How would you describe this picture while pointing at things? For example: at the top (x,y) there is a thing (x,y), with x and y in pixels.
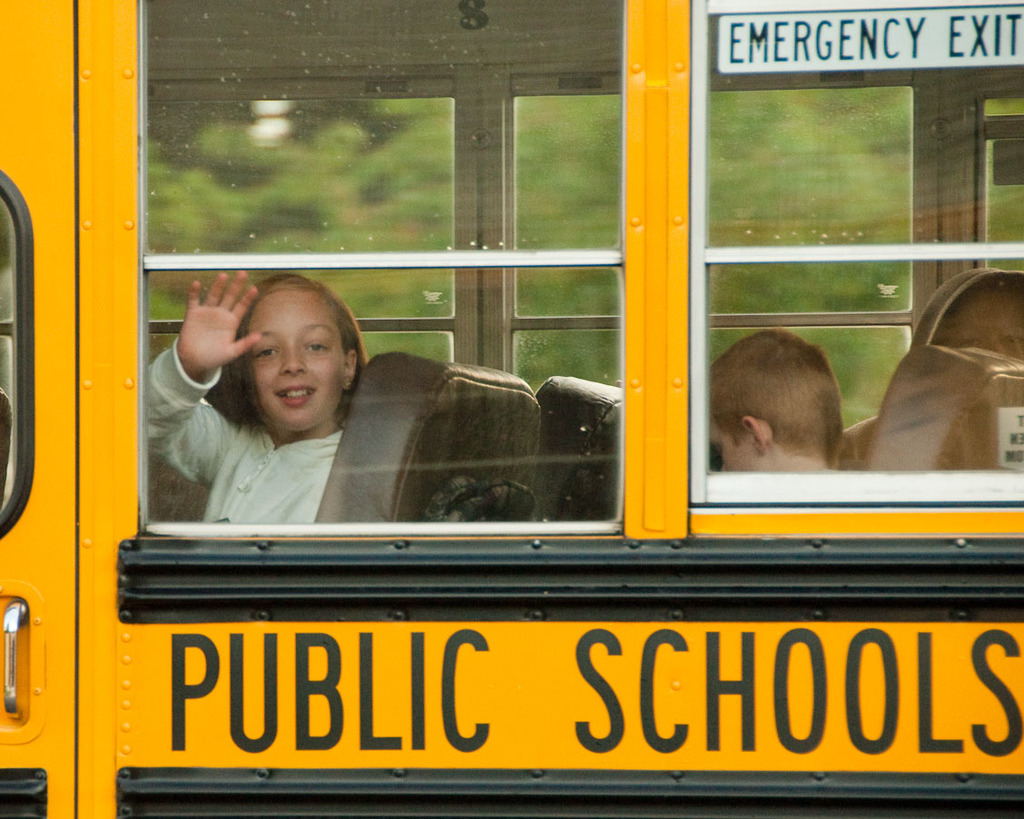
In this picture I can see a school bus (498,263) and I can see a girl (279,483) and a boy (756,425) sitting in the chairs (506,428) and I can see text (750,636) on the bus (900,615) and on the glass (853,111) and from the glass (586,184) I can see trees (789,178).
